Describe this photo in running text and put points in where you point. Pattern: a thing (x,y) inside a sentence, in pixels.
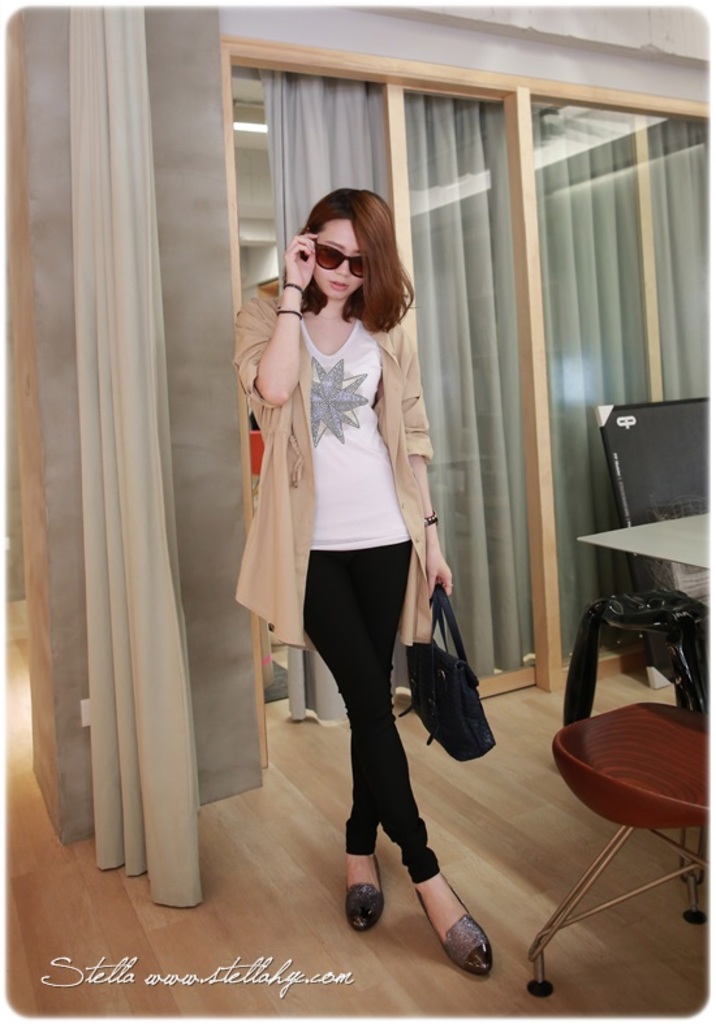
In this image i can see a woman (320,549) wearing a white color standing on the floor (257,928) there is some text (297,973) on the floor (102,941) and right side (648,754) there is a table (679,545) and chair (635,760) and there is a curtain (108,448) left side (96,294).
